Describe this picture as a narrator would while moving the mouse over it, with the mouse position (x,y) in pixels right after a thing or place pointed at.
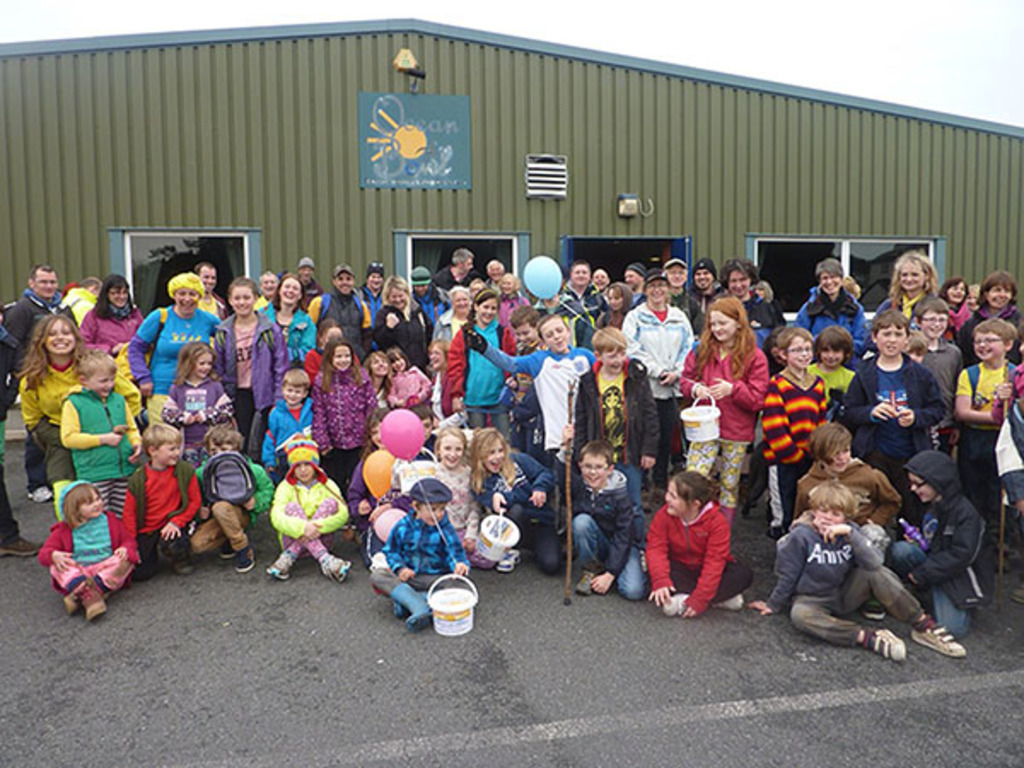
In this picture we can see some people (994,339) standing here, there are some people (470,553) sitting here, we can see a room (565,258) in the background (577,211), there is a balloon (537,279) here, we can see a bucket (471,600) here, there is the sky (657,44) at the top of the picture (623,2), we can see a window (142,263) here.
